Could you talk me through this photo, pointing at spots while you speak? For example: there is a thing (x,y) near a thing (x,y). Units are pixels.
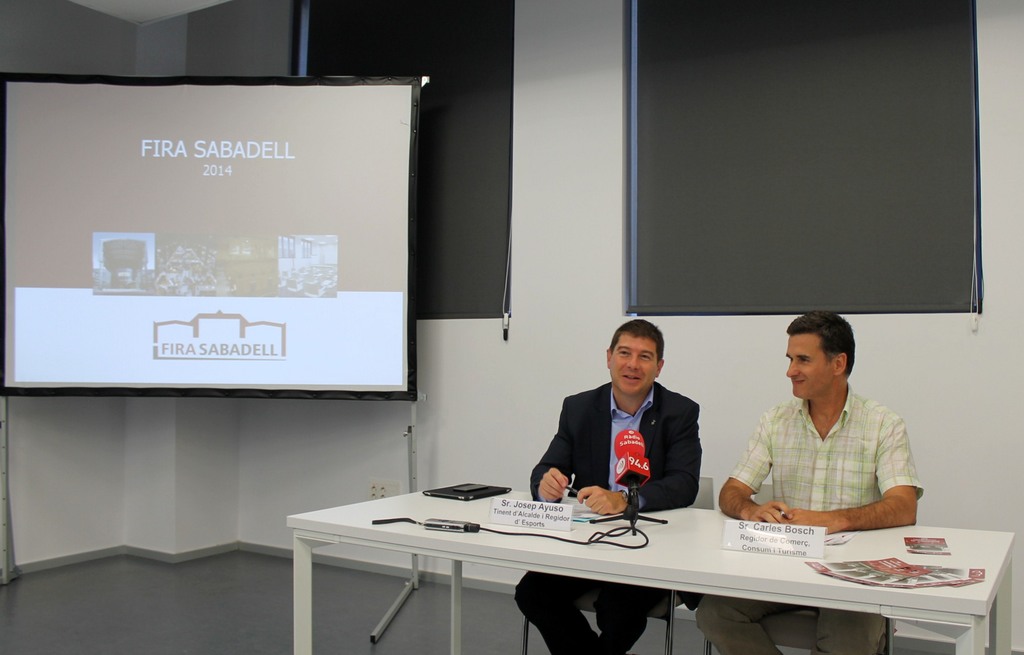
In the image we can see there are two men (865,442) who are sitting on table (709,526) and on table (774,569) there are name plates (723,532), mic (631,501) with a stand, laptop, papers (912,585) and there is a projector screen (319,271) on the wall (577,221), the wall (576,236) is in white colour.
